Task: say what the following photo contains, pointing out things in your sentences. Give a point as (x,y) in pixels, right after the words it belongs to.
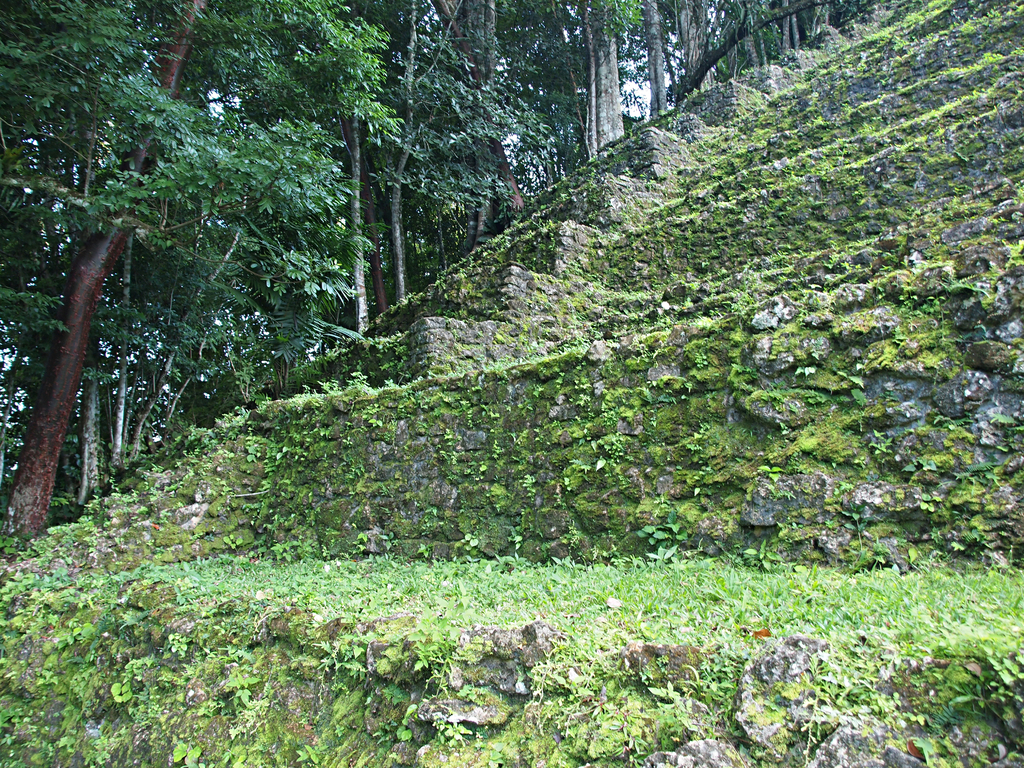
In the foreground of this image (678,588), there are stairs (551,399) and in the background (826,83), there are stairs (834,69).
